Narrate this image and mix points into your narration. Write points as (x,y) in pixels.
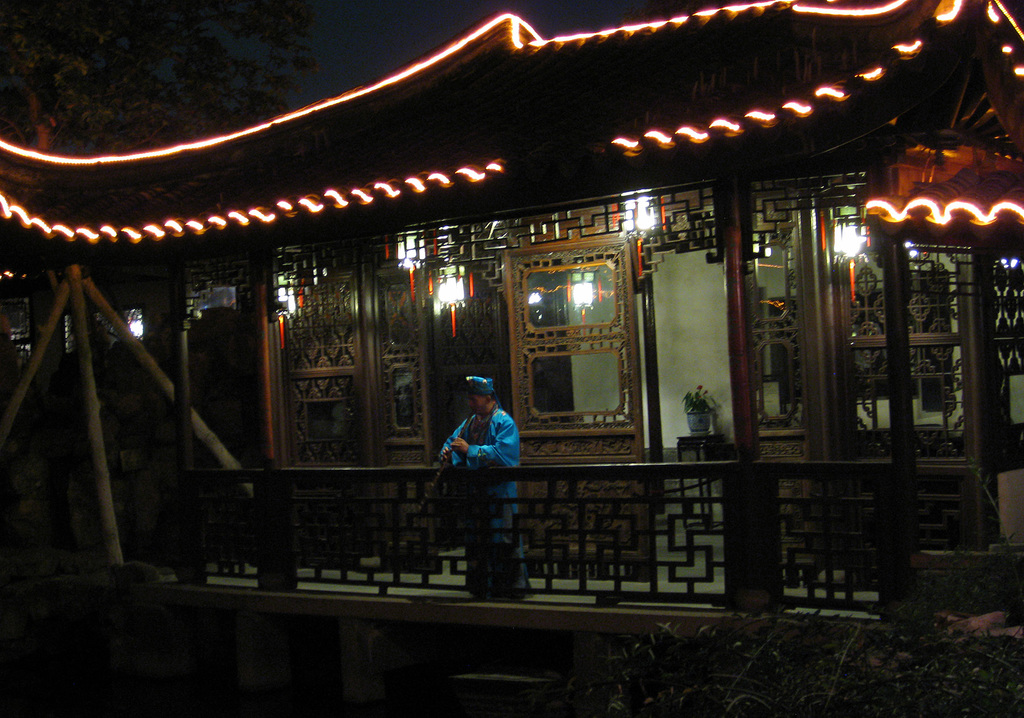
In the image we can see a person (488,435) wearing clothes (500,437), this is a fence (701,496), building (679,432), glass doors (581,401), light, tree (128,56) and a sky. These are the pillars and poles (101,494).
